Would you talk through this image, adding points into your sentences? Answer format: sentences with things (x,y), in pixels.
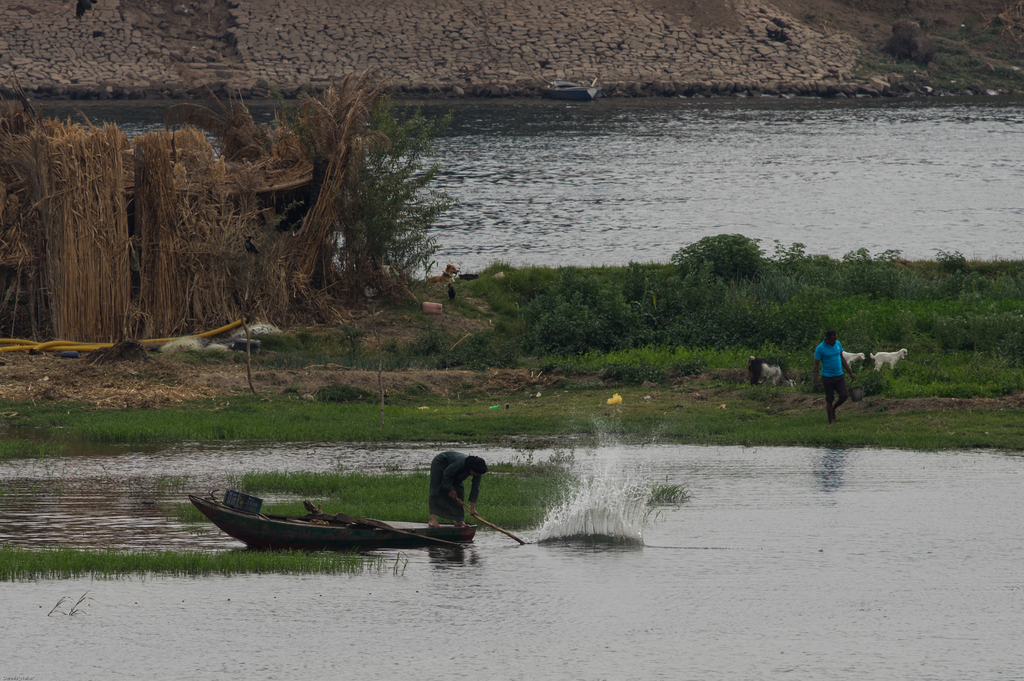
In this image we can see two persons (830,360). Also there is a boat (322,516) on the water (504,638). And there is grass (378,437) and plants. In the back (113,274) we can see grass straws (117,234). Also there are animals (753,375). In the background (594,181) we can see water (726,171). And there is a stone wall (394,32). And there is a boat (595,80) on the water (536,140).
